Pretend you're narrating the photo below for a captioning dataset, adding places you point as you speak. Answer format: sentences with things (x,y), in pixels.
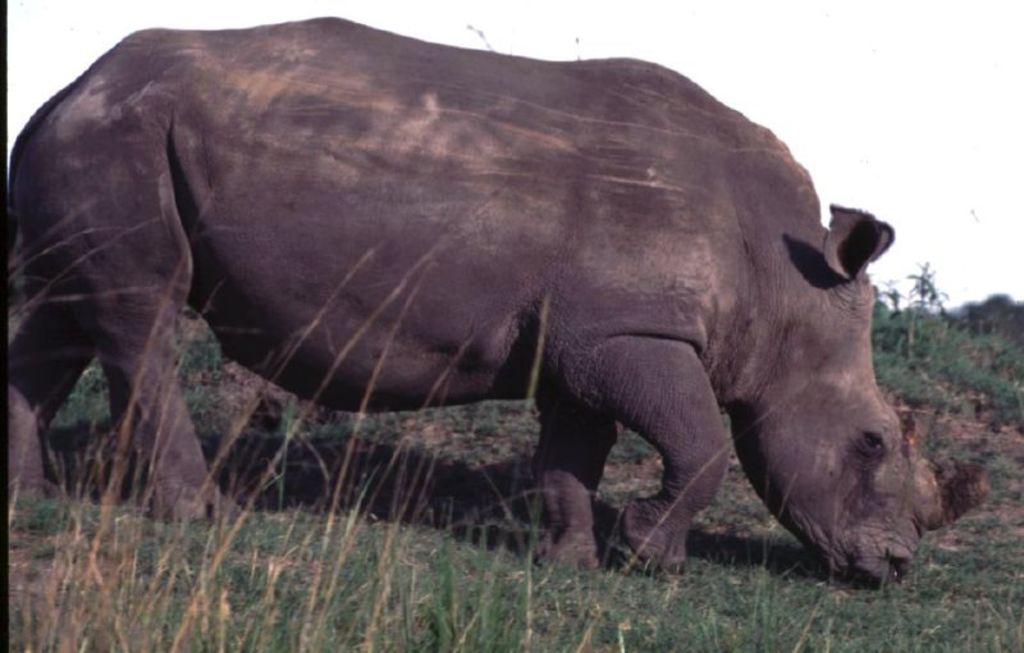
In the image there is a rhinoceros (572,337) standing on the ground (490,565). On the ground (490,565) there is grass (557,633). In the background (1006,318) on the right side (1006,318) there are plants (938,320).
